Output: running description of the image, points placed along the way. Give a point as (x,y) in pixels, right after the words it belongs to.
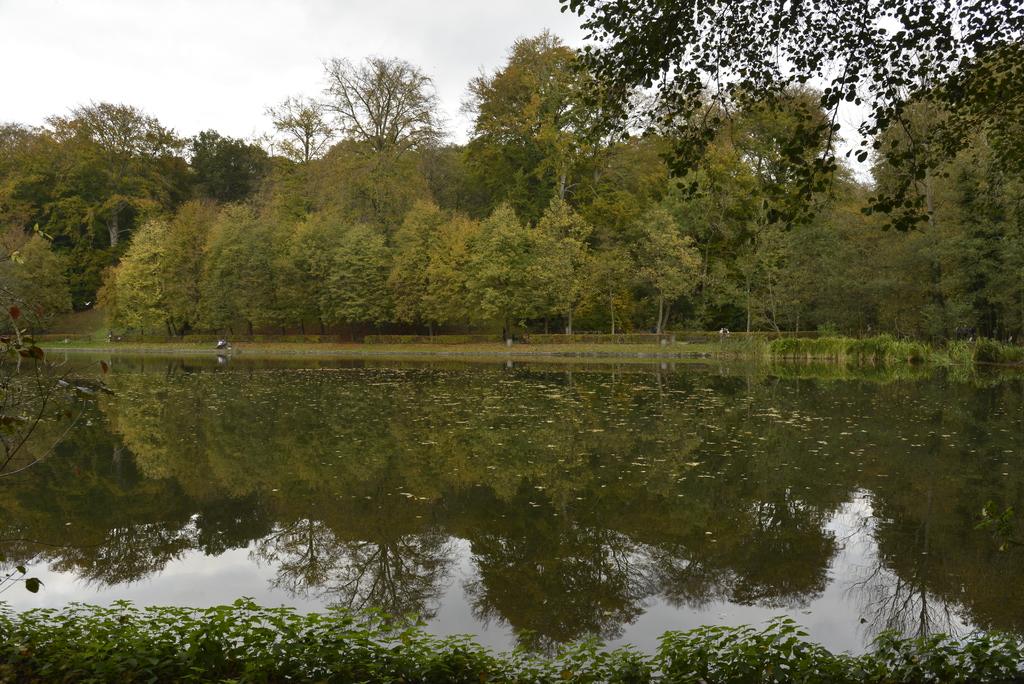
In this image there is the sky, there are trees (650,218), there are trees (701,223) truncated towards the right of the image (940,97), there is a tree (906,116) truncated towards the top of the image (790,38), there are trees (44,243) truncated towards the left of the image (31,181), there is water (774,485) truncated, there are plants (71,640) truncated towards the bottom of the image (218,666).
